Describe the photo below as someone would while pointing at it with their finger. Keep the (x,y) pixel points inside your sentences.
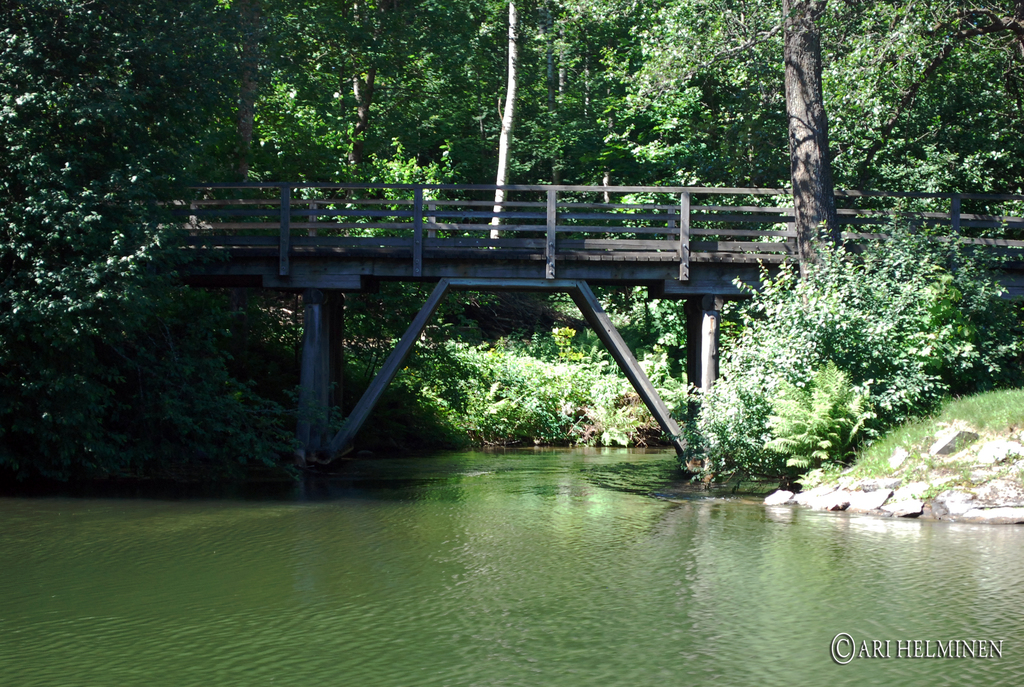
In the center of the image (548,238) there is a bridge (517,268). In front of the image there is water (526,572). On the right side of the image (827,496) there are rocks (961,501). In the background of the image (655,129) there are trees (327,102). There is some text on the right side of the image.
